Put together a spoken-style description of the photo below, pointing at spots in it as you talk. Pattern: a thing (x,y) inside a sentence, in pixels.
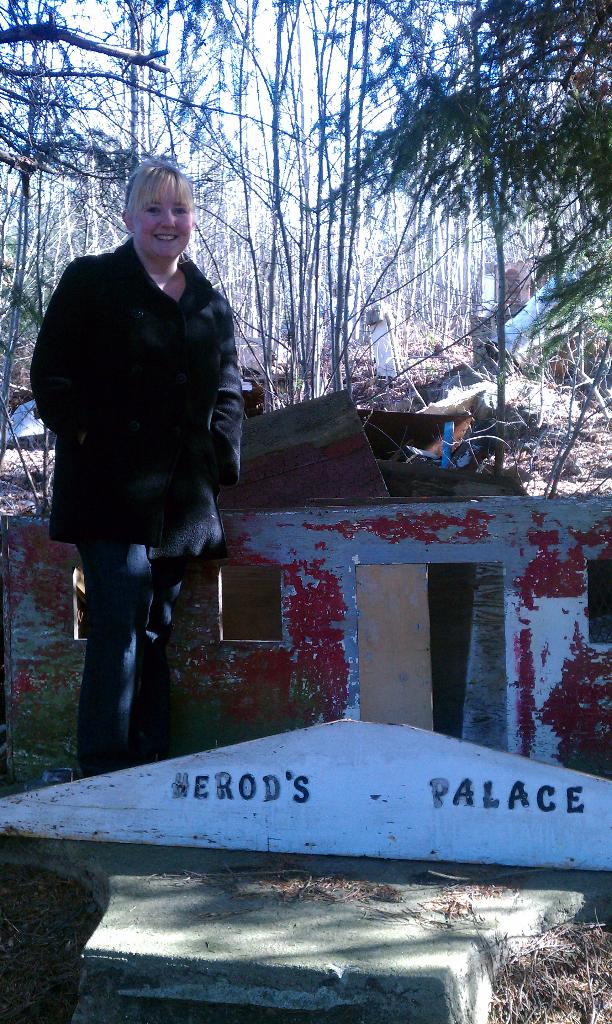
In this picture we can see the text (198,789) on an object (177,798). We can see a woman (98,366) standing and smiling. There are trees (499,361) and other objects (372,312).
